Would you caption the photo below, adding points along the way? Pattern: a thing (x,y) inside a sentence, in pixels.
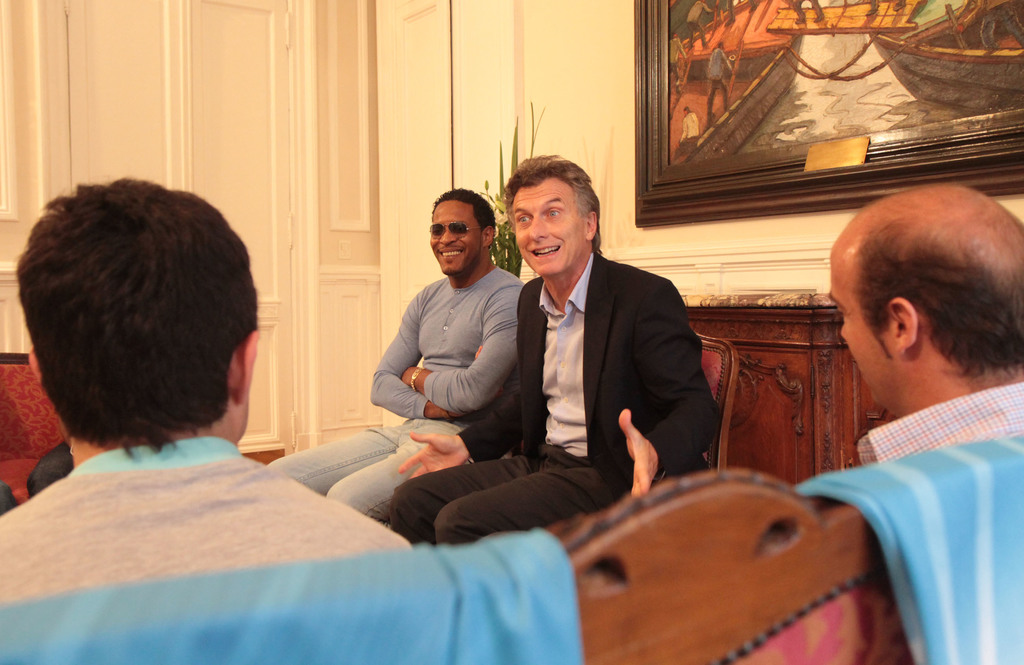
In this picture, we see four men (591,378) are sitting on the chairs (651,562). Two men (537,400) in the middle of the picture (518,399) are smiling. The man (520,415) in black blazer (511,422) is talking something. Behind him, we see a white wall (683,265) on which photo frame (674,106) is placed. We even see a flower pot (508,256). In the background (389,119), we see a white wall (208,107). On the left side (25,394), we see a sofa (29,430) in red color.
